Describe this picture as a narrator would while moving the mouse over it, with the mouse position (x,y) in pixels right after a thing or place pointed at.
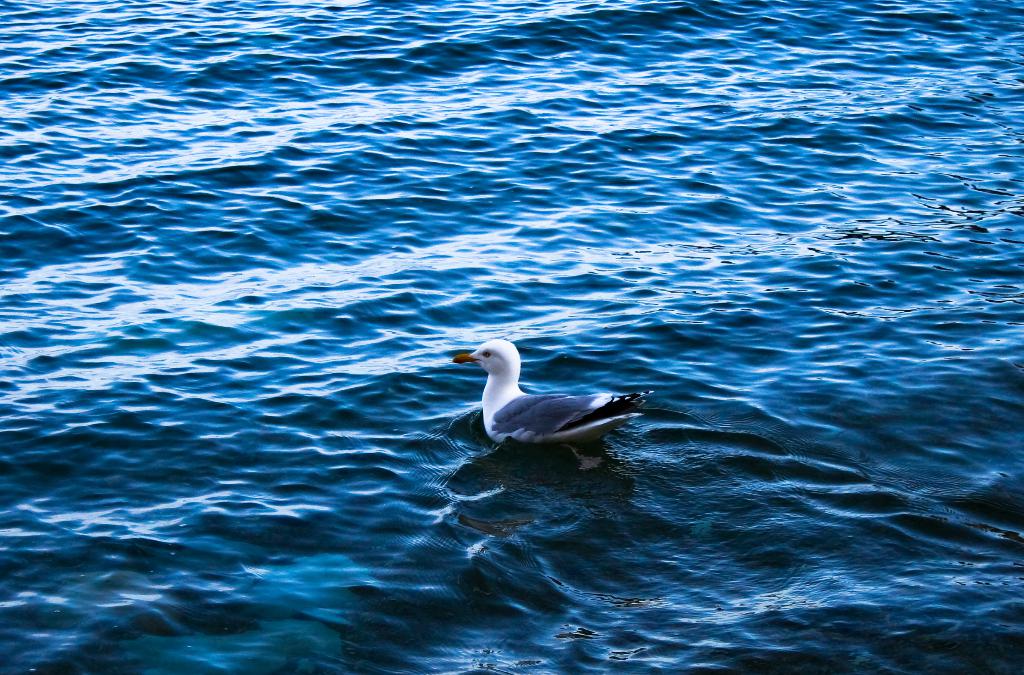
In this image, this looks like a sea bird (570,409) named as gull (547,424), which is in the water (427,442).
